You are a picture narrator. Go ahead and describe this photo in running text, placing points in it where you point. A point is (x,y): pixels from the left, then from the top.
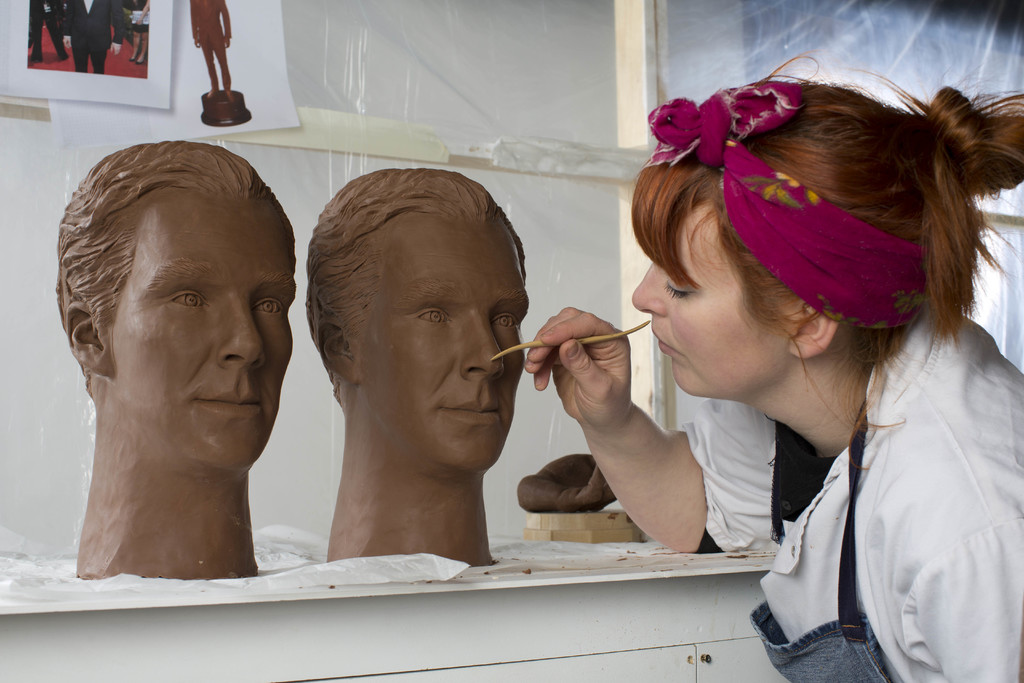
In the image there is a woman (799,422) on the right side (936,379) in white dress (944,392) carving statues (430,317) of two men faces (214,338) on a table (201,601) and behind it there are photographs (211,55) on the wall (581,82).
